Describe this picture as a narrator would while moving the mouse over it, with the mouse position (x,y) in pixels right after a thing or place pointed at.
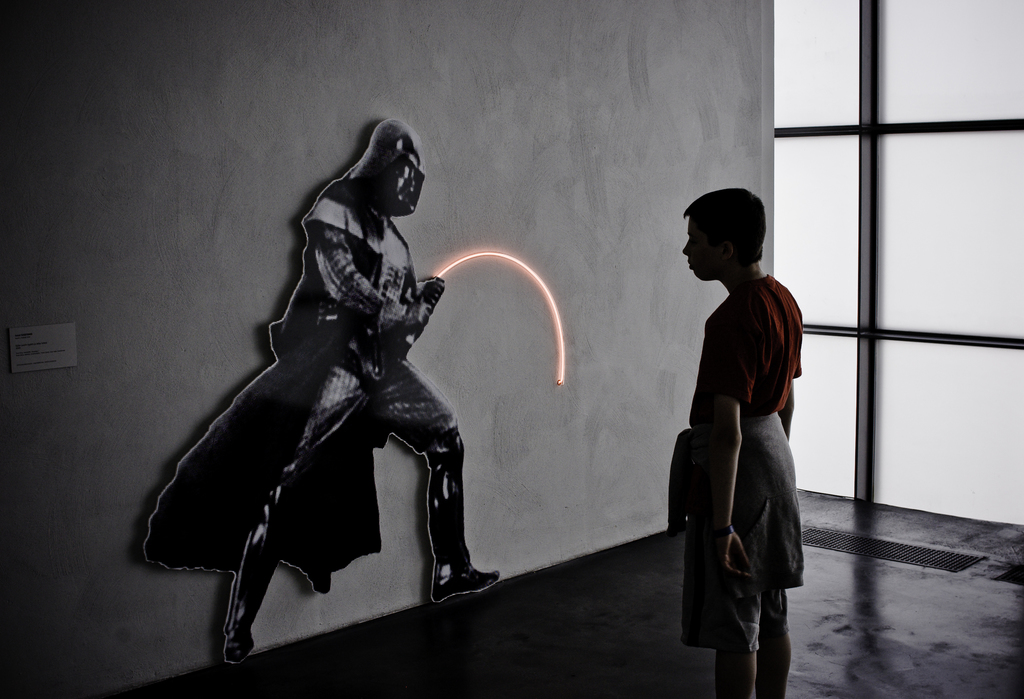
In this image, we can see a person (746,538) is standing on the floor (632,655). Here we can see a poster (278,382) on the wall (155,324) and sticker (51,362). On the right side (862,395), we can see glass (901,366) and grill (878,548).
